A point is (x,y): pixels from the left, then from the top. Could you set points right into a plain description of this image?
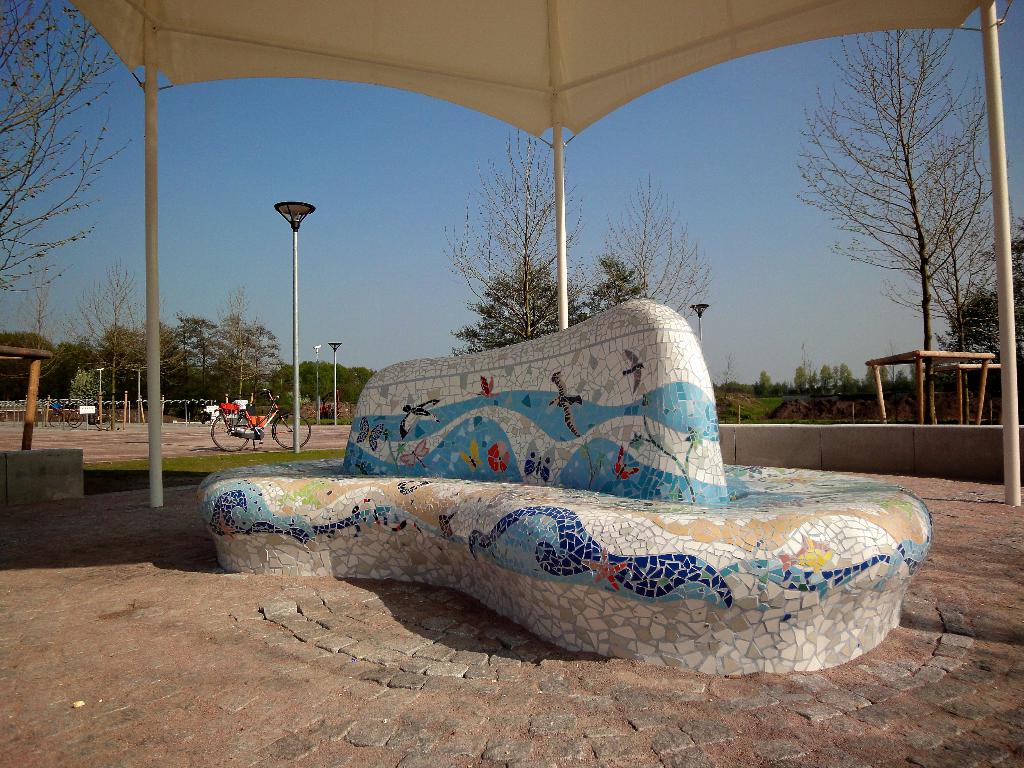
In this image we can see a mosaic bench (580,430) on the ground (318,428). Background (327,370) there are light poles (335,388), trees (112,355), bicycle (230,413), open-shed (962,357) and blue sky (330,264).
